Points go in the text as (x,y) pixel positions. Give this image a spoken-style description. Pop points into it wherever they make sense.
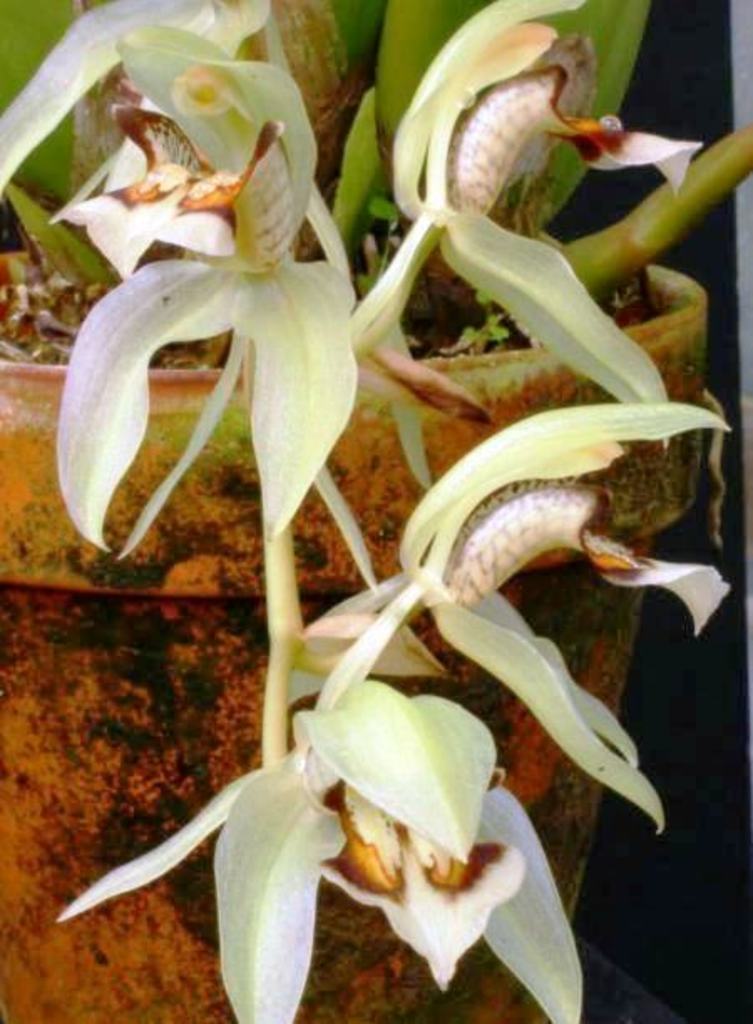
In this image we can see a plant (282,270) placed in the flower pot (240,721). We can see flowers (159,183).
